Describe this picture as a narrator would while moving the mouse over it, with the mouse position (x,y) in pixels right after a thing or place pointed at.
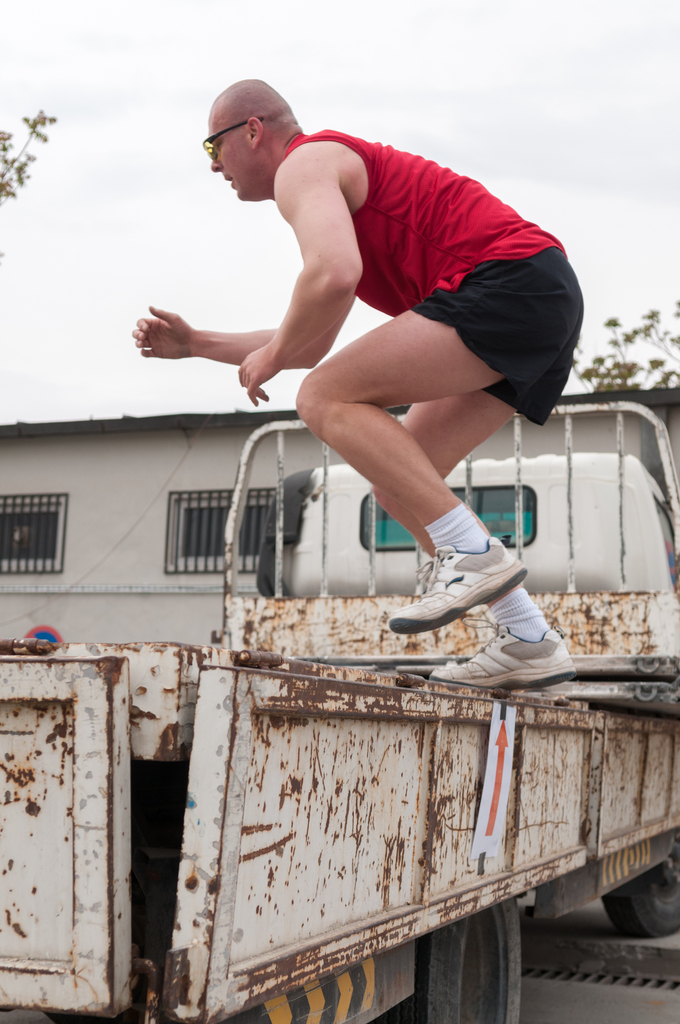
In the foreground of this image (528,593), there is a man (431,364) standing on a vehicle (384,795). In the background (161,510), there is a building (126,486), few trees (7,135) and the cloud (451,90).
